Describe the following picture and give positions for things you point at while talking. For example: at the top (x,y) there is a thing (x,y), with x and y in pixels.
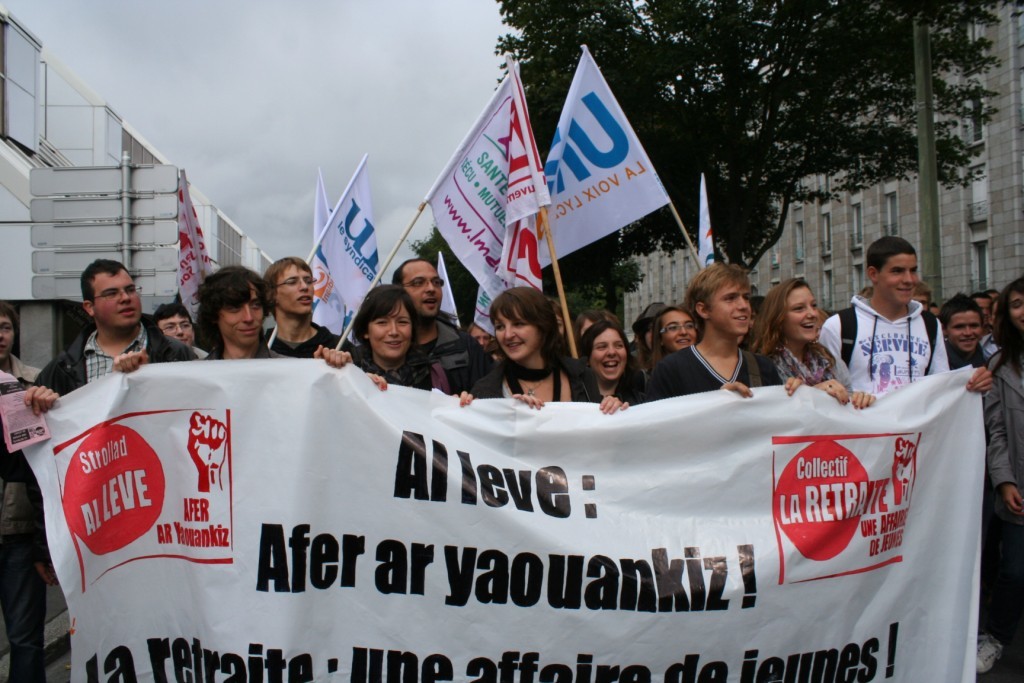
In the image we can see there are many people (697,328) standing, they are wearing clothes (870,311) and they are smiling. Some of them are wearing spectacles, this is a banner (411,517), flag (553,187), pole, board (133,188), buildings (985,198), trees (850,71) and a cloudy sky (401,46).
